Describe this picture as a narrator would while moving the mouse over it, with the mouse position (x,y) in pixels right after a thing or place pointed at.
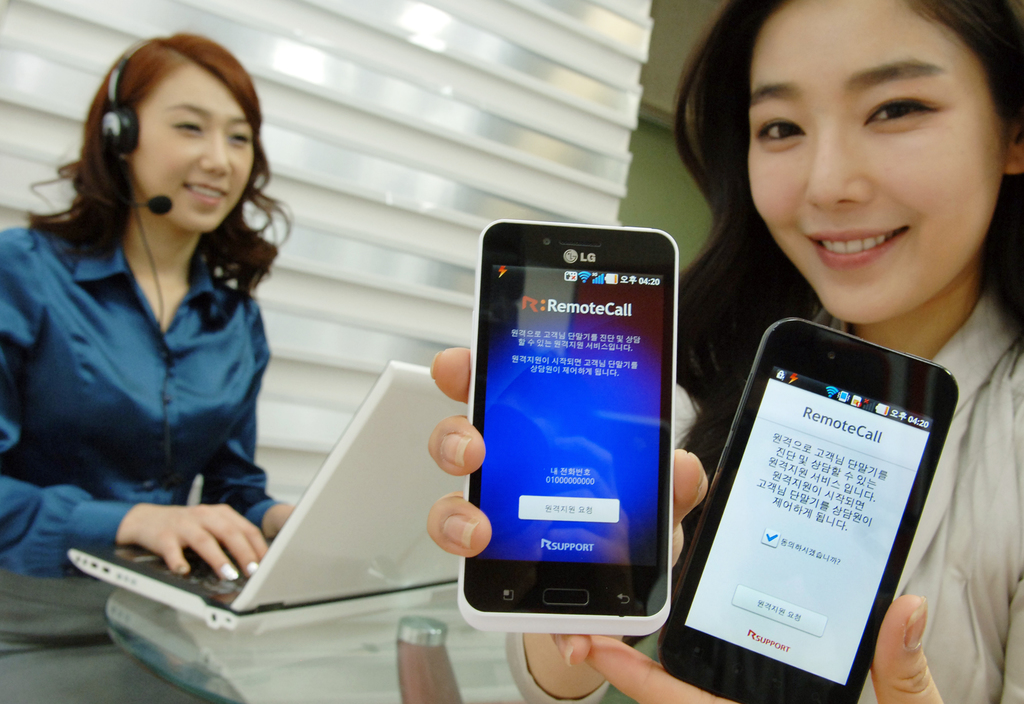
In this image we can see two ladies (173,154), one of them is working on the laptop (190,550), she is wearing a headset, another lady (747,372) is holding two cell phones (748,548), also we can see the wall (481,226).
